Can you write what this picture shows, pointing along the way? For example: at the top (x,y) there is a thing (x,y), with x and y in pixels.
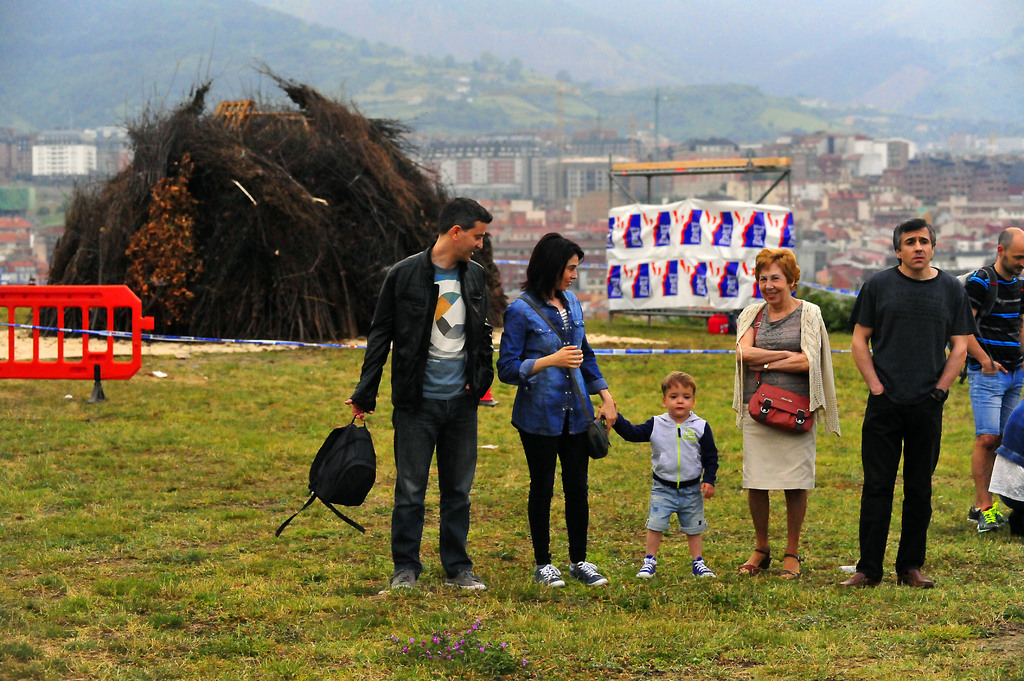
As we can see in the image there is grass (224,485), few people (430,465) here and there, hill (98,43) and buildings (709,145).
